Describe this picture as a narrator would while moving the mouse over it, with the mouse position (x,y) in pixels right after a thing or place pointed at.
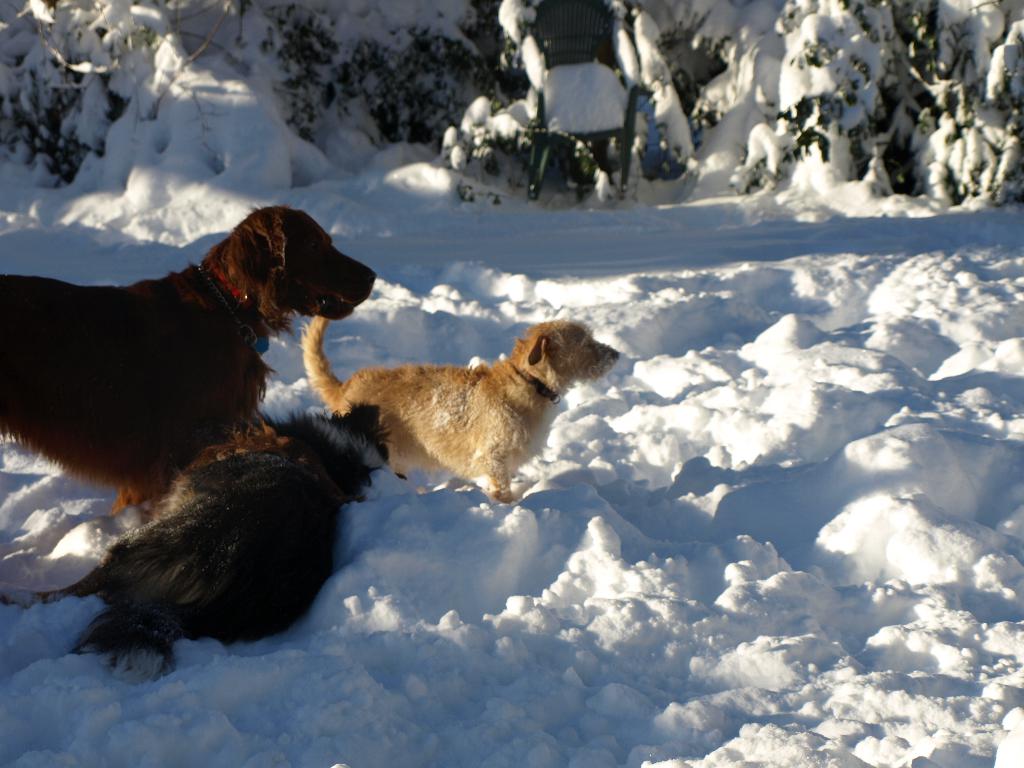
In this image there are dogs (342,404) towards the left of the image (281,371), there is snow (376,597) towards the bottom of the image (670,648), there is snow (174,66) towards the top of the image (475,126), there are plants (847,129) towards the top of the image (656,97).
